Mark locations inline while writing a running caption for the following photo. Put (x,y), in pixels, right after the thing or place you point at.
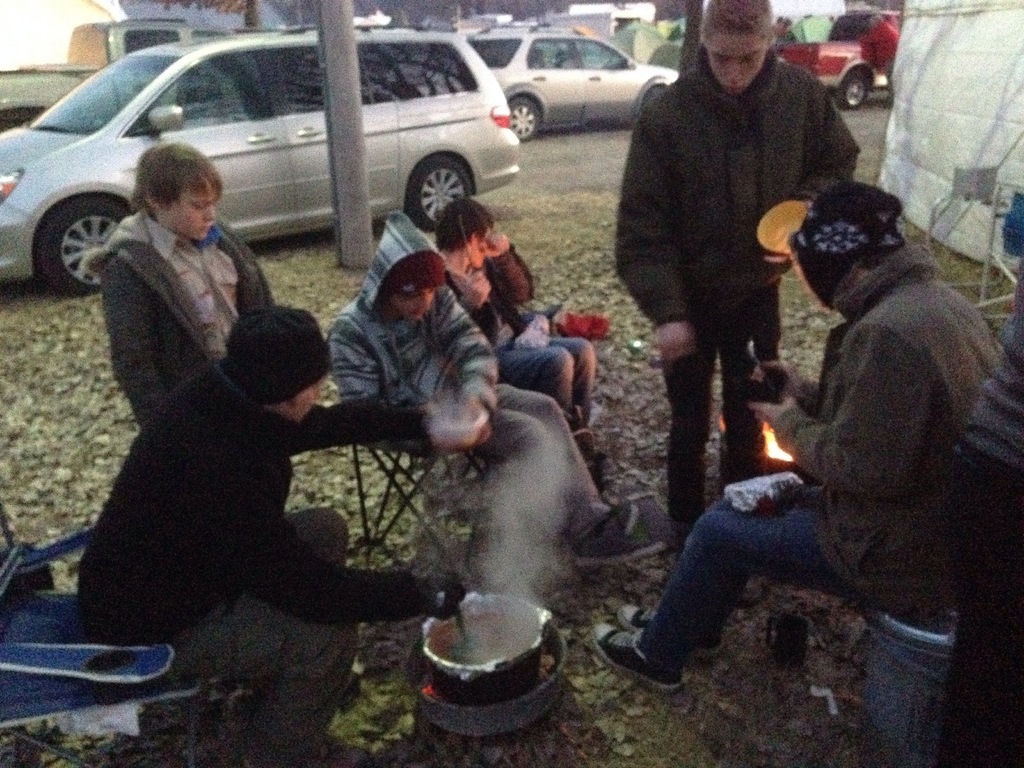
In this image, we can see people (178,472) wearing clothes (871,312). There is a dish (544,632) at the bottom of the image (509,641). There is a pole (342,113) and some vehicles (556,61) at the top of the image (427,86). There is a chair (62,604) in the bottom left of the image (118,669).
